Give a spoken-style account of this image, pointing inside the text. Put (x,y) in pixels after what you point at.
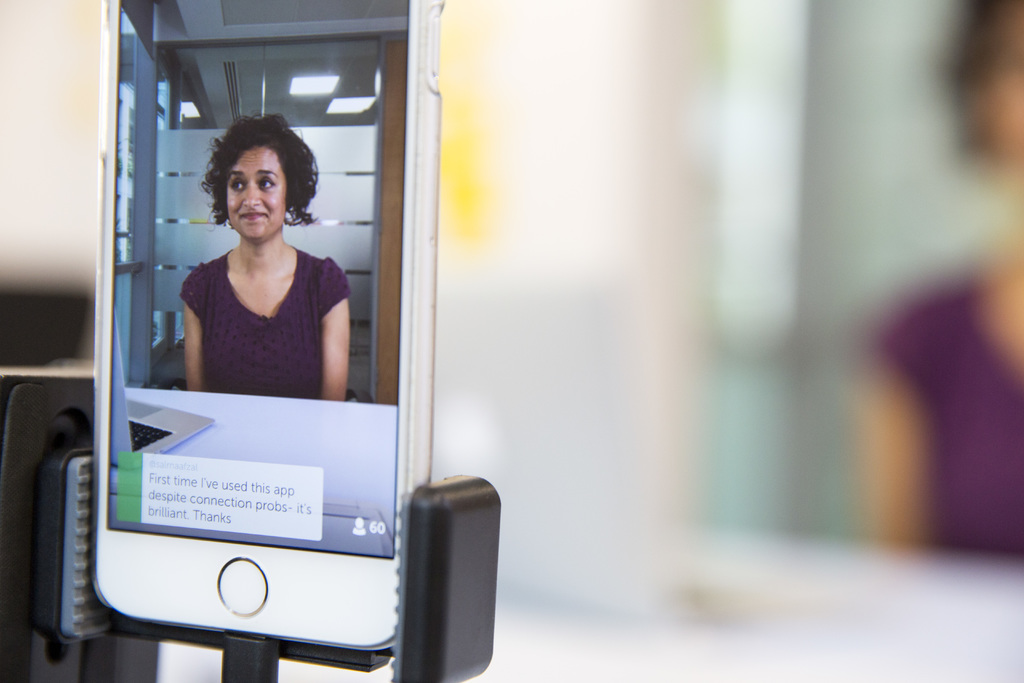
We can see mobile (182,568), screen (273,23) and stand (248,651), in this screen (293,337) we can see a woman (202,313) and smiling, in front of her we can see laptop (173,424) on the table (288,431), behind her we can see glass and lights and we can see some text (210,485). In the background (510,169) it is blur.
